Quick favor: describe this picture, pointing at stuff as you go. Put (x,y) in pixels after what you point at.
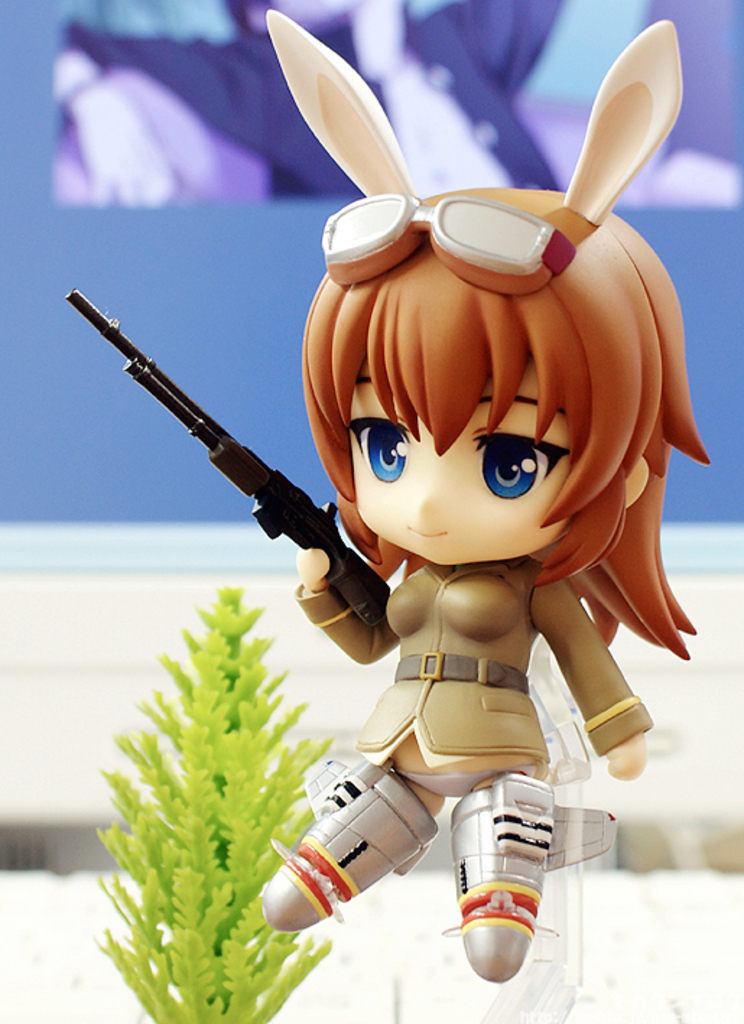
In this image I can see a toy (491,628) is in the shape of a girl (529,580) holding the gun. On the left side (166,761) it is a plastic plant (243,884).
